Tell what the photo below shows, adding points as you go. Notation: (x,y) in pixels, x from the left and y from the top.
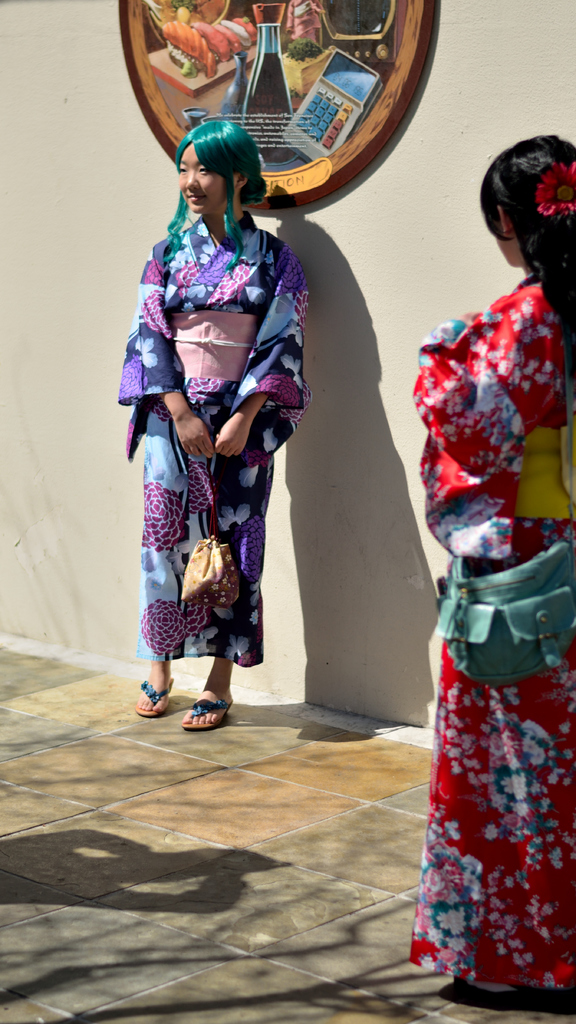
In the image we can see there are two women (264,510) standing, wearing clothes (493,711) and carrying bag (228,569). Here we can see footpath (191,936), the wall (392,398) and the wooden circular board (337,80) stick to the wall (112,24).
